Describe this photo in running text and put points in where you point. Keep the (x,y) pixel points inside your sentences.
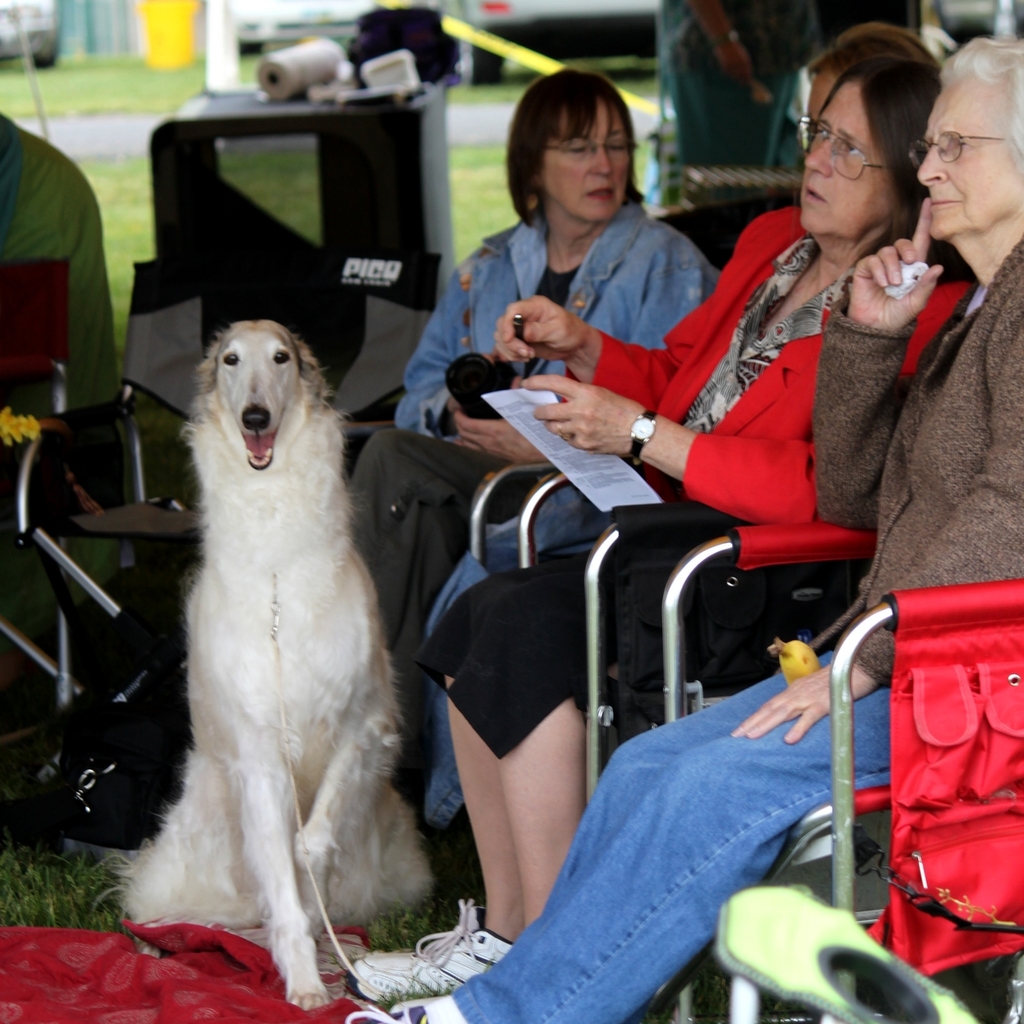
In this picture we can see three women (831,461) sitting on chairs (716,600) holding things (557,461) in their hands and in front of them there is dog (195,699) and in background (102,171) we can see grass (112,195), roller (294,70), stick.
